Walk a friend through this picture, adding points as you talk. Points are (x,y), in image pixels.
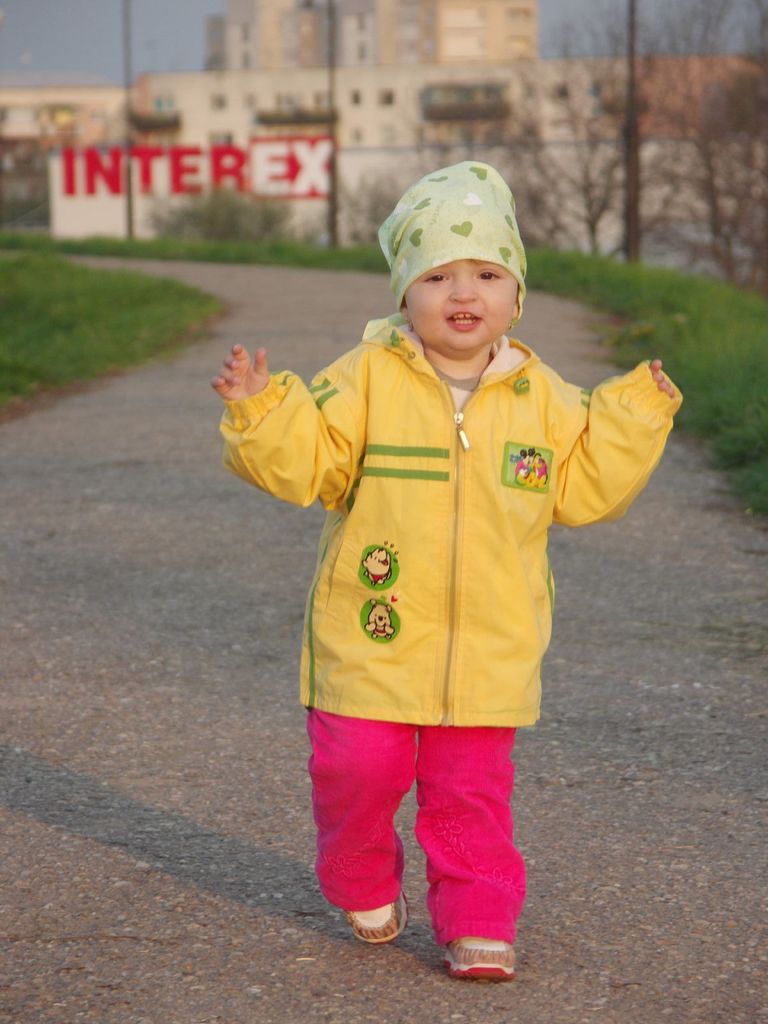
In this image, I can see a kid (398,920) standing on the pathway (218,704). On the left (102,322) and right side of the image (655,310), I can see the grass (617,263). In the background (401,101), these are the buildings (397,178), trees (189,211) and a name board (238,185).
